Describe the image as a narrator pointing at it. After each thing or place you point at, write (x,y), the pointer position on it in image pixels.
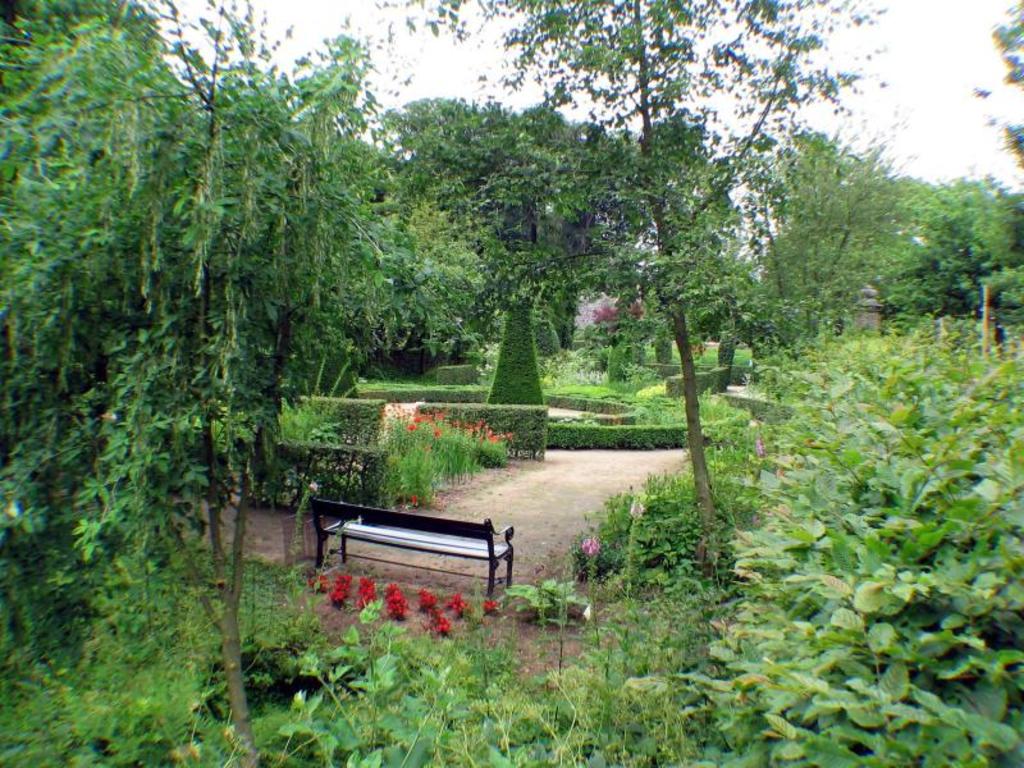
In the picture we can see the garden (403,692) with full of plants (48,725) and trees (215,370) and in the middle of the garden (941,543) we can see a path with a bench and near it, we can see some flowers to the plants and on the top of the trees (535,122) we can see the part of the sky (992,57).
